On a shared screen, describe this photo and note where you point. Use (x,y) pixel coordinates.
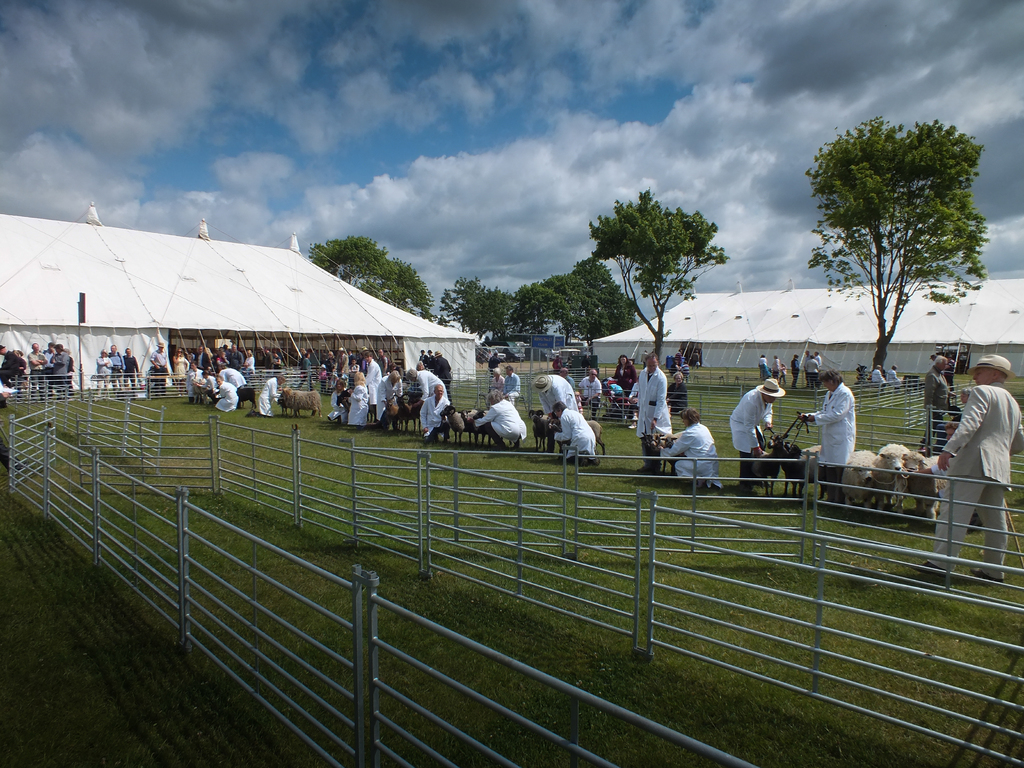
In this image there is a ground (386,696). There is grass (337,702). There are people (581,436) and animals (860,480). There are two tents (757,332). There are trees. There is a sky (508,229).
